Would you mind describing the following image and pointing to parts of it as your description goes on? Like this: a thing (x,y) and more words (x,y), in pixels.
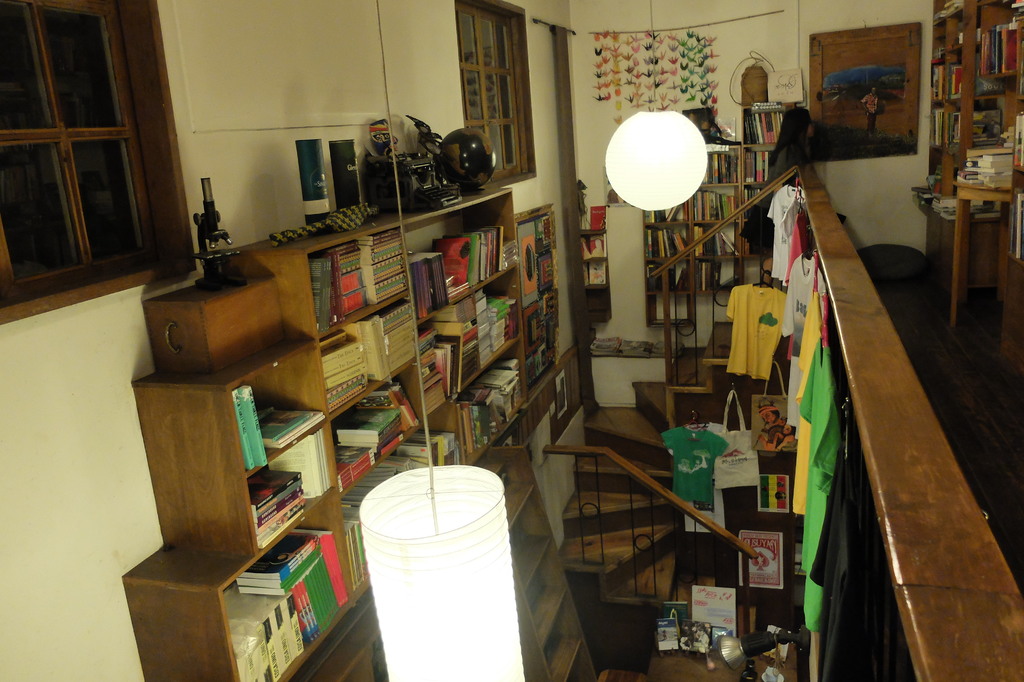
In that racks (741,189) there are books (710,212). Above that racks (737,230) there are things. Left side of the image (104,159) we can see windows (487,111) and wall (265,135). Middle of the image (666,373) we can see decorative object (605,49), lights (664,154), steps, clothes (790,228), posters (774,558), bag (734,448), lamp (721,654) and things (677,649). Picture (895,79) is on the wall (781,6).
